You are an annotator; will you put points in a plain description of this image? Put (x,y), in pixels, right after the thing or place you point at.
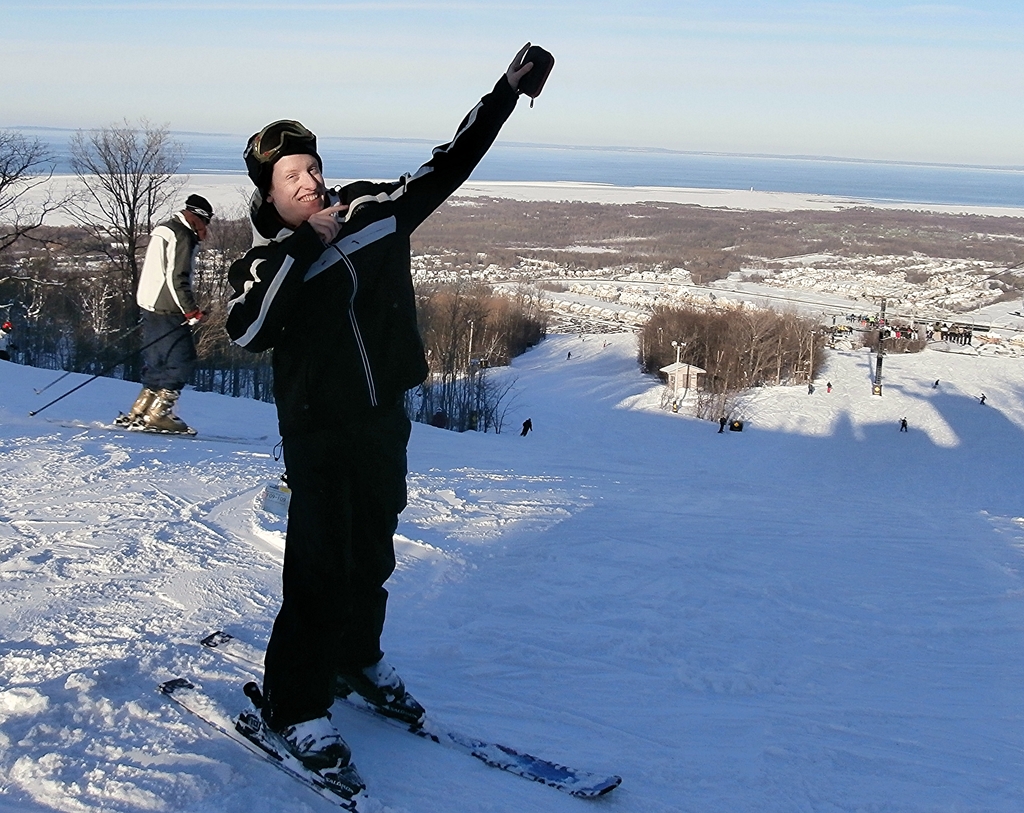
In the center of the image (359,349) there is a person (317,607) with ski board (263,750) on the snow (223,750). In the background (59,296) we can see person (143,301) is skiing, trees (232,389), persons (853,315), pole (877,382), water (720,183) and sky (672,71).
